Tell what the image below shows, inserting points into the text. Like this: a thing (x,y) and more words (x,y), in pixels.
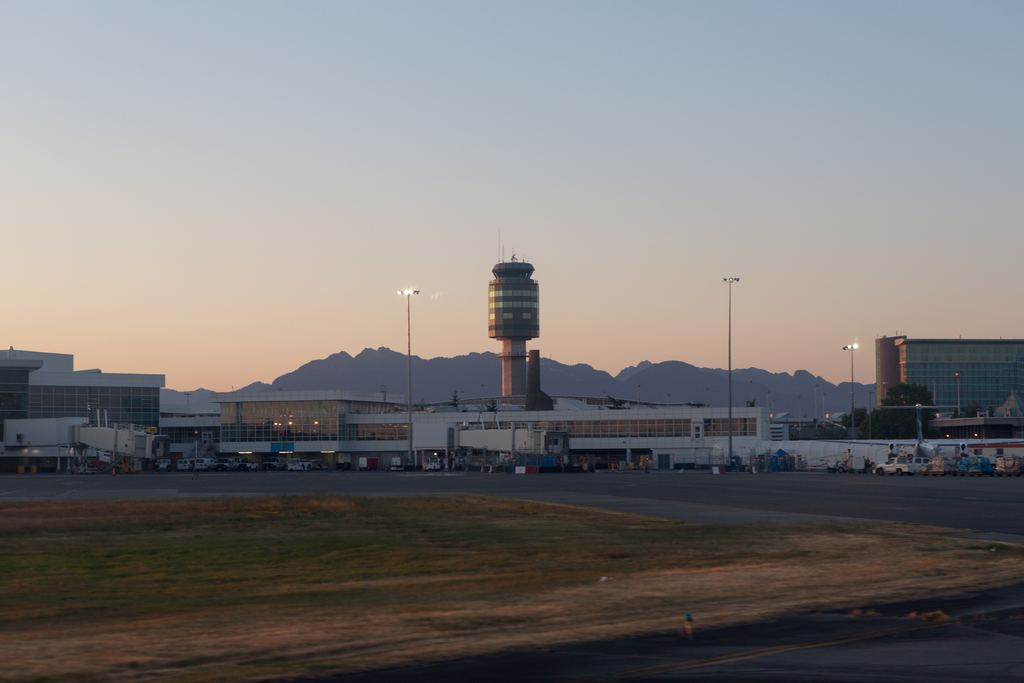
In this image I can see buildings (455,421), light poles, building tower (509,340) and vehicles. In the background (423,358) I can see mountains (381,371) and the sky (366,203).
